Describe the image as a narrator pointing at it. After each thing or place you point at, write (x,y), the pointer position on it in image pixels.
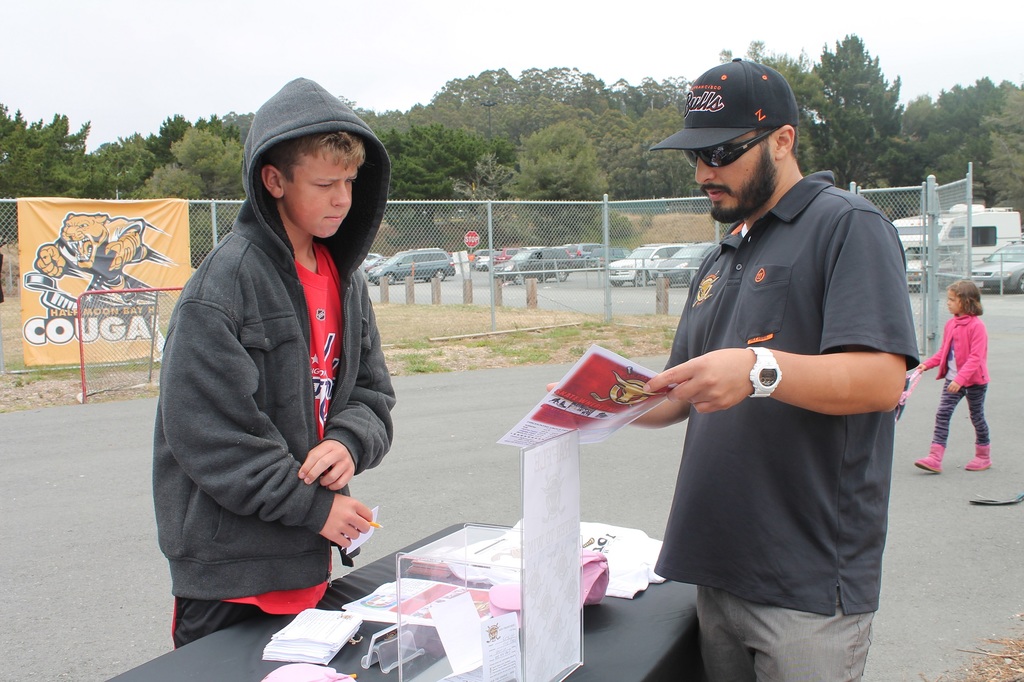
This is an outside view. Here I can see two men (738,315) are standing beside the table (648,638). On the table (617,640) I can see few papers (477,596) and a box (499,626). The man (758,391) who is on the right side (786,638) is holding a paper (603,397) in the hands (684,379) and both are looking at that paper (608,402). In the background (642,484) I can see a girl (969,379) is walking on the road (923,517). On the other side of the road (461,429) I can see the grass (509,344) and also there is a net (535,279). In the background (573,248) there are many cars (561,248) and trees (558,143). At the top (422,42) I can see the sky (341,39). On the left side (71,281), I can see a banner (59,278) which is attached to the net (206,220).
